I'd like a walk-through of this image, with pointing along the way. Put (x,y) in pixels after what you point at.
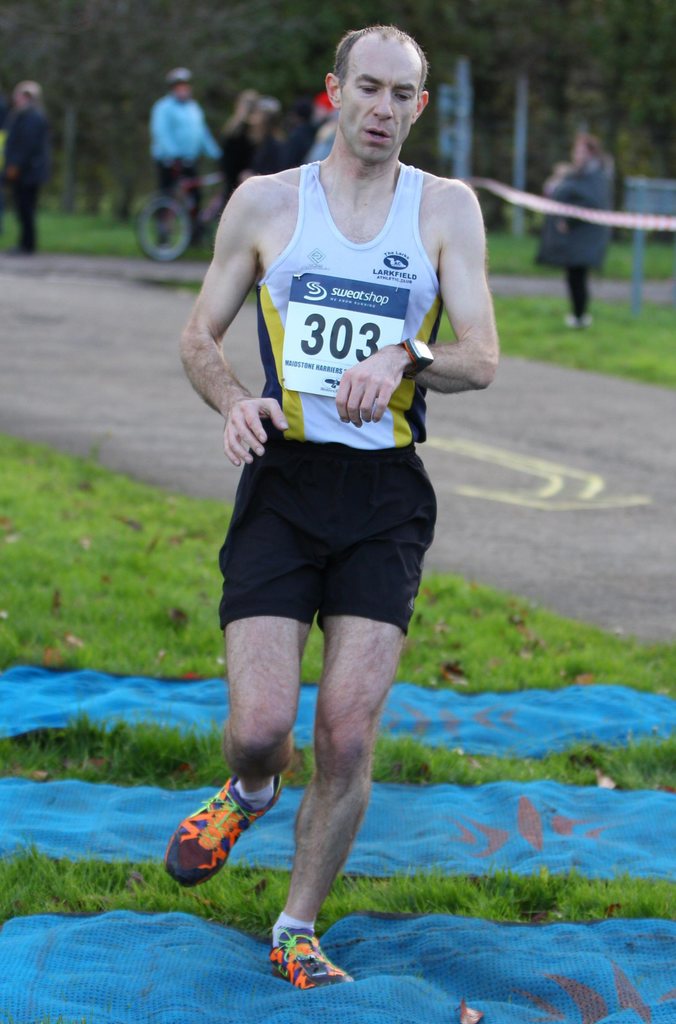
in the foreground of the picture (345,390) there is a man (253,742) running. At the bottom (122,909) there are mats (149,796) and grass (150,624) and dry leaves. The background (54,103) is blurred. In the background (209,154) there are people (236,160), poles (449,152), road (22,332), grass (509,325) and trees (305,41).
